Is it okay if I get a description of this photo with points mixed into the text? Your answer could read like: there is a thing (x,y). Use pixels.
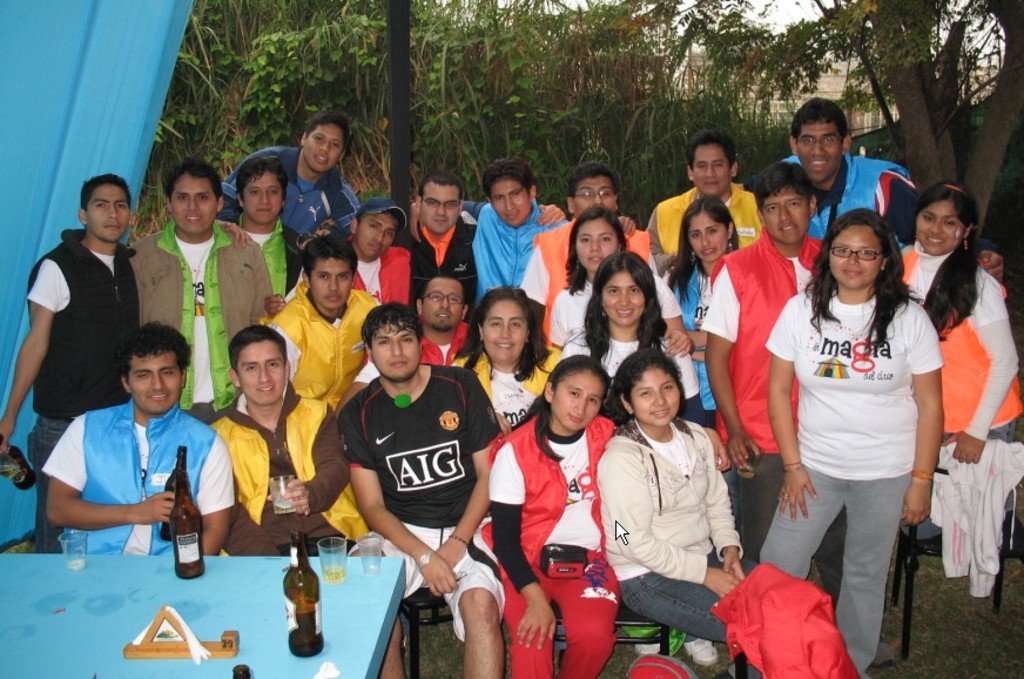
In this image there are many people (633,325) In the right (891,313) there is a woman (888,366) she wear white t shirt (863,395), trouser (865,510) and spectacles (857,252) her hair (875,281) is long. In the bottom left (231,614) there is a table (274,604) on that there is a bottle (312,583), glasses (330,567) and tissues (179,635). on the right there is a man (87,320). In the background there is a tent (90,109) and trees (656,80).
